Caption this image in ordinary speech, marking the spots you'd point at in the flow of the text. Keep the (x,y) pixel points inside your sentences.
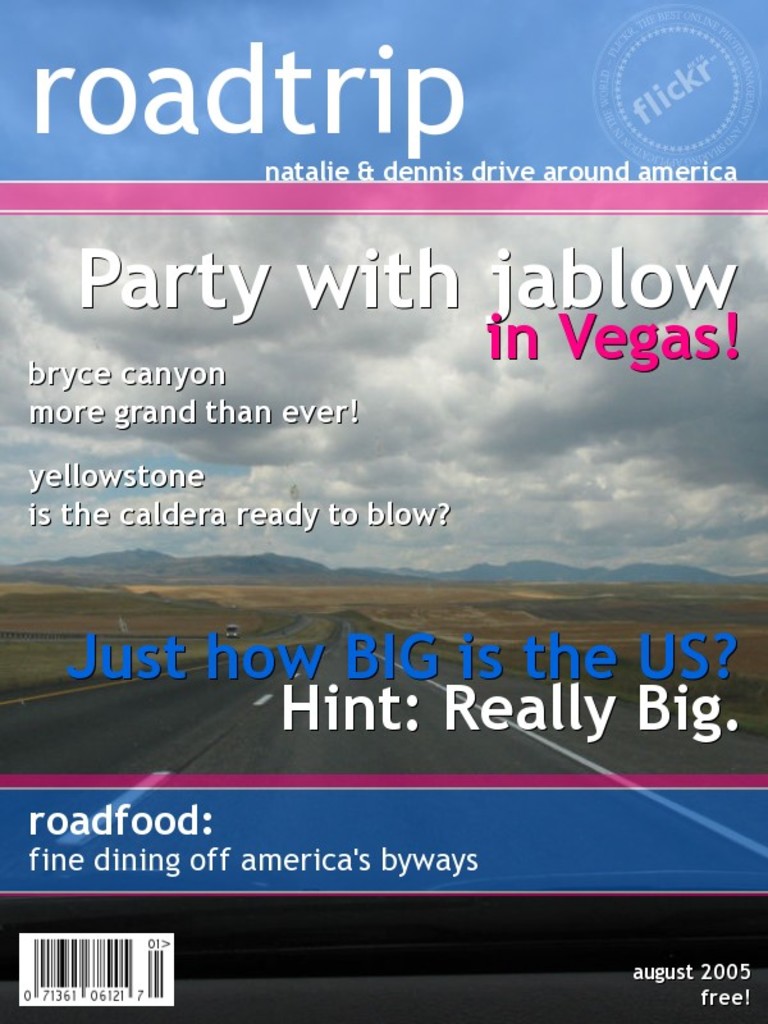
In this image there is a cover (356,372) of a book (179,896). In the background (241,461) we can see hills (300,568), road (347,625), vehicles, sky (467,534) and clouds (231,455). At the top (671,337) and bottom there is a text (370,728).
